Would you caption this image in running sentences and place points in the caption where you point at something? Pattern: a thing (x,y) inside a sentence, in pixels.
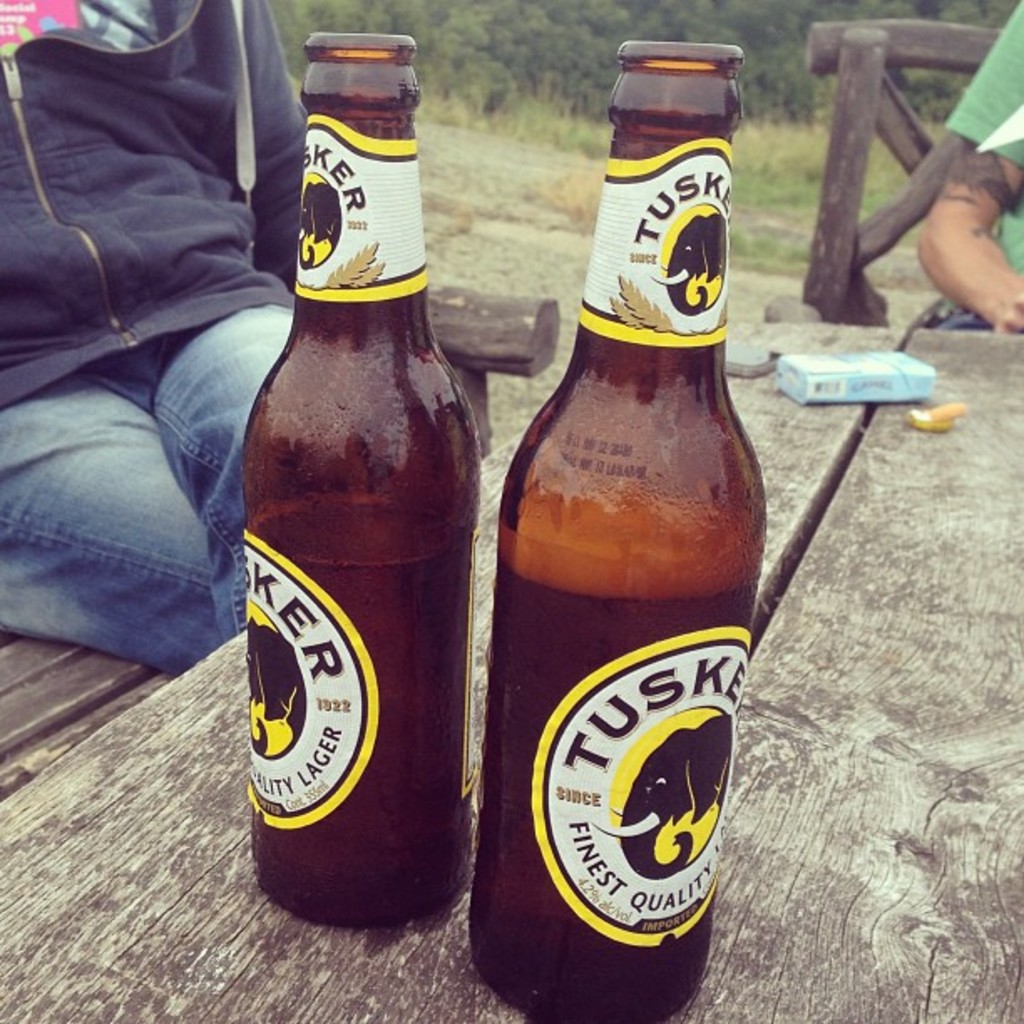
This image consists of a table (818,622), chairs (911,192) and two persons (89,390) are sitting in chairs (832,219). On the table (851,341) there are two bottles (658,641) and a box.
